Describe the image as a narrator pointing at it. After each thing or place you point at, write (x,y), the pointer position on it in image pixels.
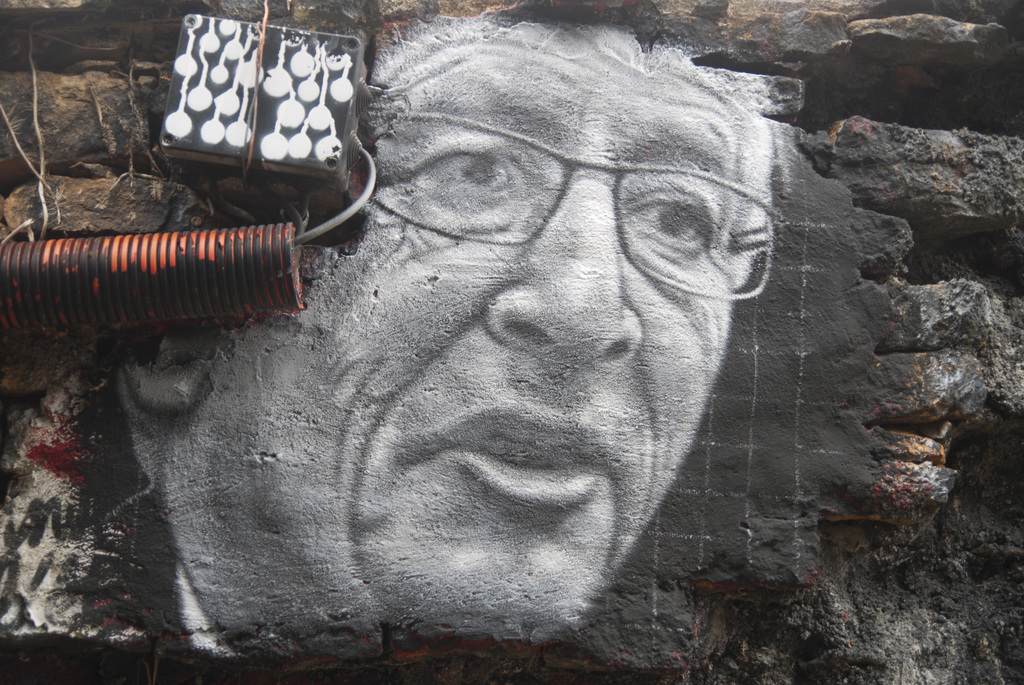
In this picture we can see an art (566,318) on the wall (656,317), on the left side of the image (172,278) we can see a pipe (166,261) and a cable (306,214).
